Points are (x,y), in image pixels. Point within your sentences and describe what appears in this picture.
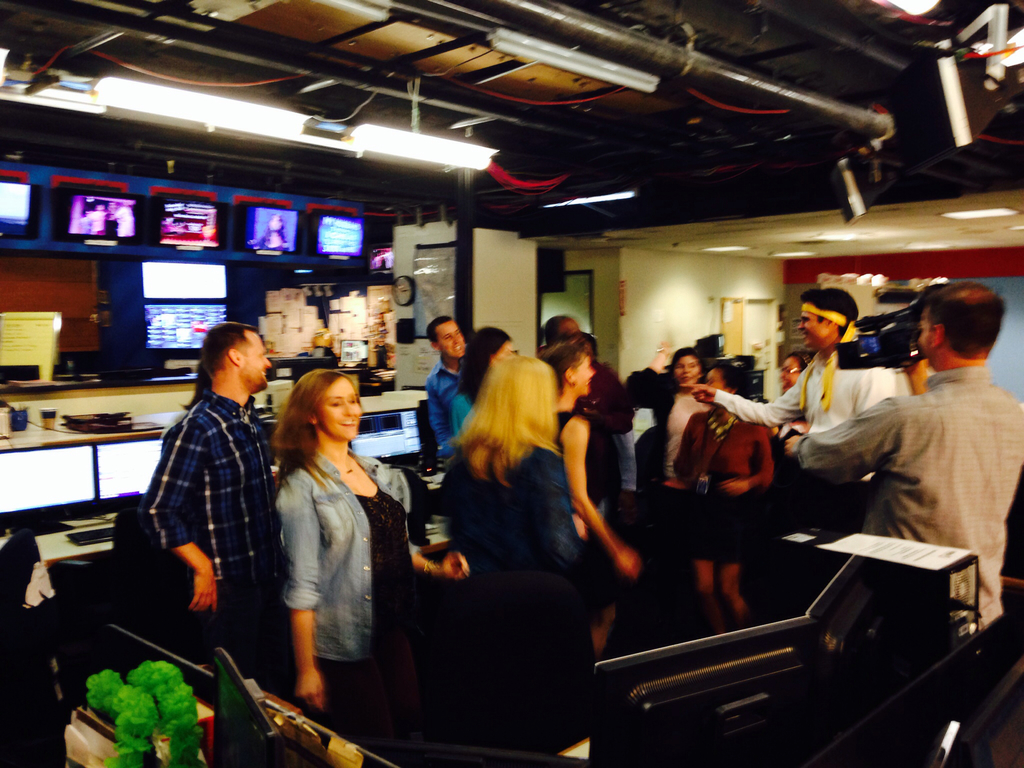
In this image we can see group of persons (207,581) standing on the floor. In the background (7,208) we can see televisions (159,209), posters (286,307), countertop (39,431), glass (53,419), lights (266,127), door (587,311) and wall (701,266). On the right side of the image (978,378) there is a cameraman (881,446).
